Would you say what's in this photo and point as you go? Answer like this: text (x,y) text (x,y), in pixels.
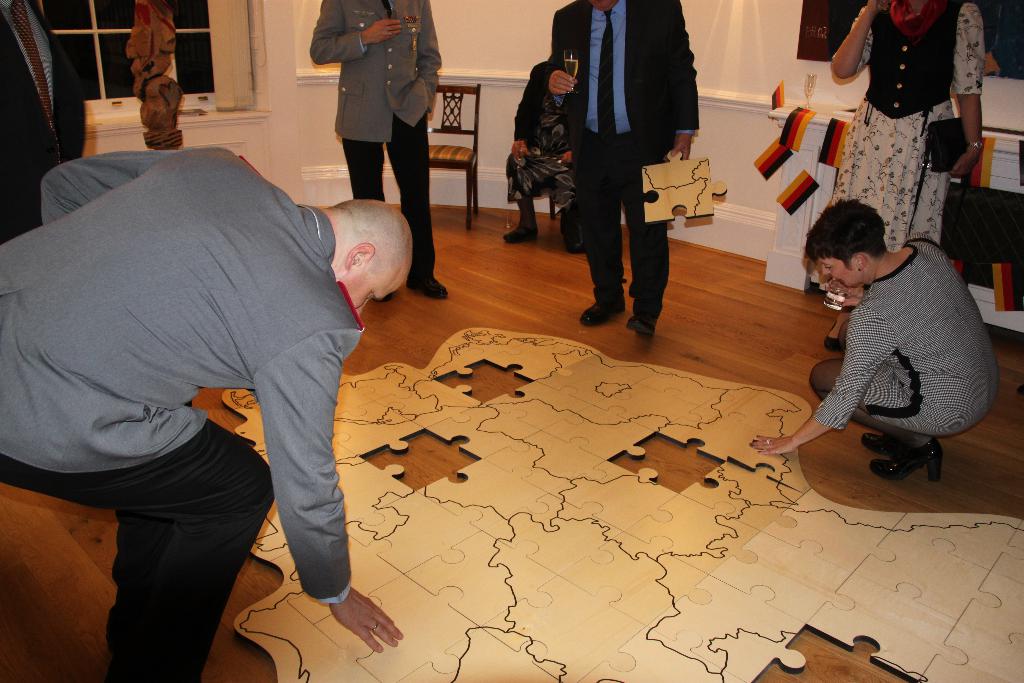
There is a puzzle (586,534) on the floor (480,389). People (614,106) are standing. A person (649,262) at the center (643,243) is wearing a suit (624,195) and holding a puzzle block (662,172) and a glass of drink (567,65). Behind him there are chairs (455,167) and a person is seated on a chair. There are flags (804,123) at the right (776,149) and a window (97,38) at the left (97,38) back.
